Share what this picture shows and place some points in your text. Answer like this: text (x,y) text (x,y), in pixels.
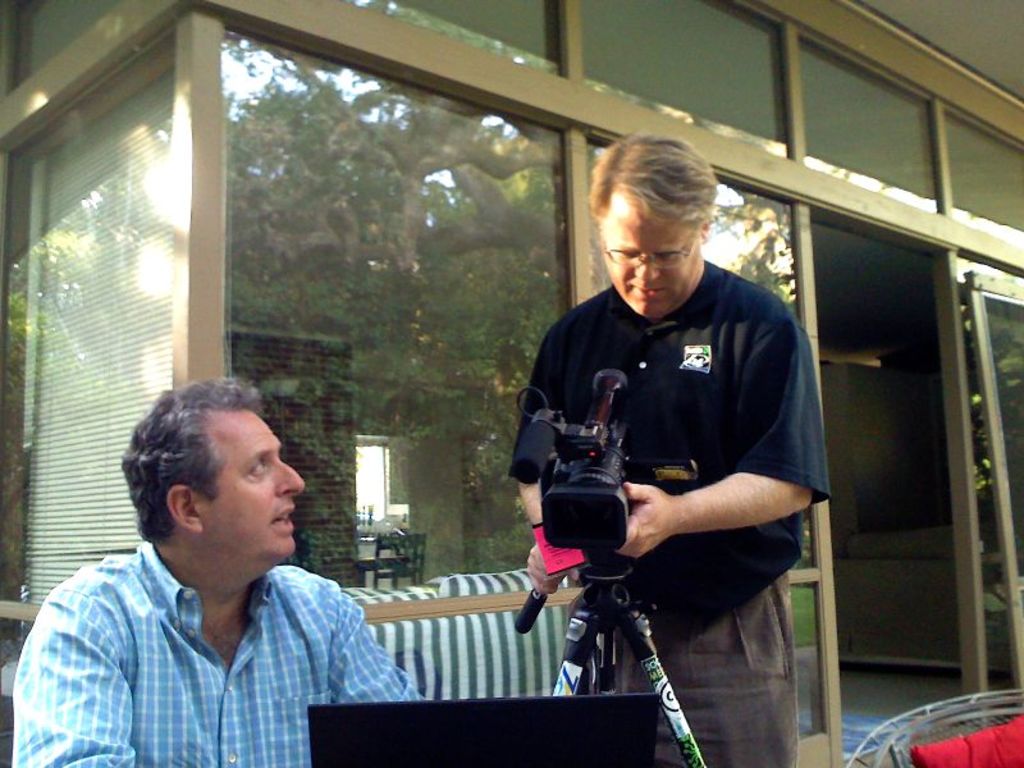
In this image there is a man (581,359) in the middle (594,395) who is looking into the camera. On the left side (210,602) there is another man (210,602) who is sitting in the sofa (398,636). In front of him there is a laptop (455,738). In the background (329,211) there is a building (349,196) with the glass windows (386,264).
